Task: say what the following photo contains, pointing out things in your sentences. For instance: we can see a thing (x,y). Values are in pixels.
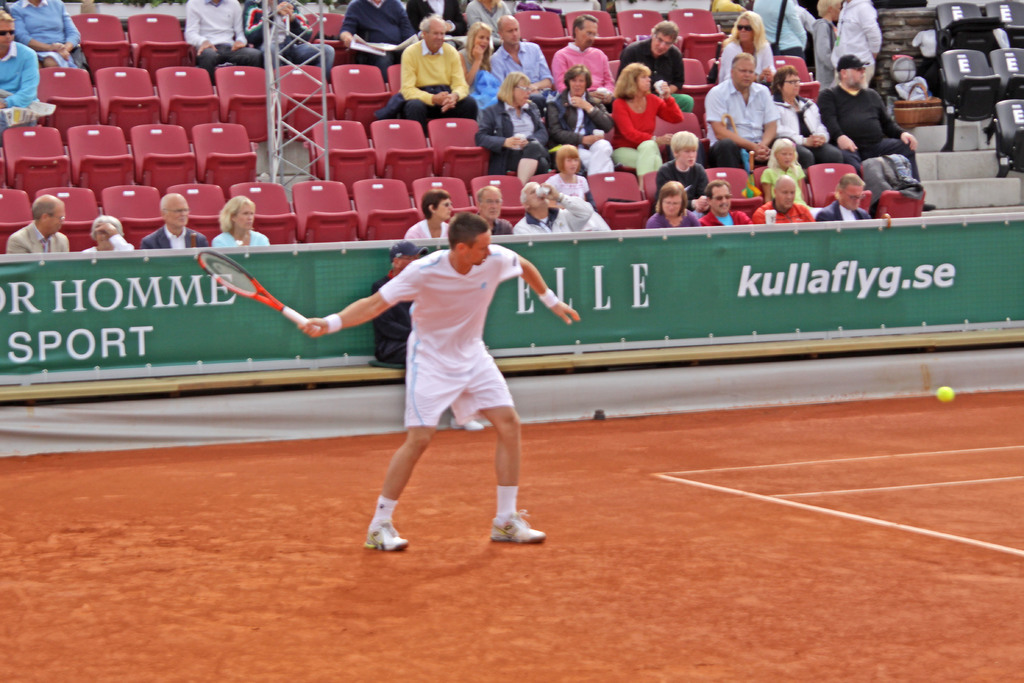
As we can see in the image there are few people (7,91) sitting on chairs (167,154), a banner (631,302) and a man (416,298) holding tennis racket (268,304).
